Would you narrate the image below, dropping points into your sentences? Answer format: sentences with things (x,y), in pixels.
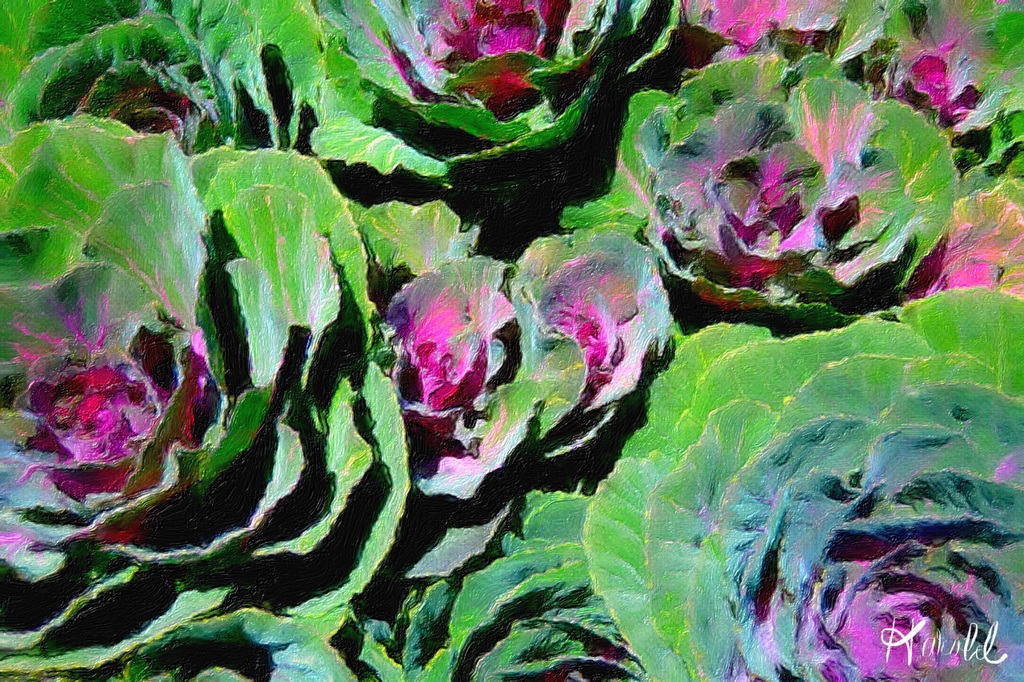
In this image, we can see some plants (729,259), on the plants (322,507), we can see pink color.
